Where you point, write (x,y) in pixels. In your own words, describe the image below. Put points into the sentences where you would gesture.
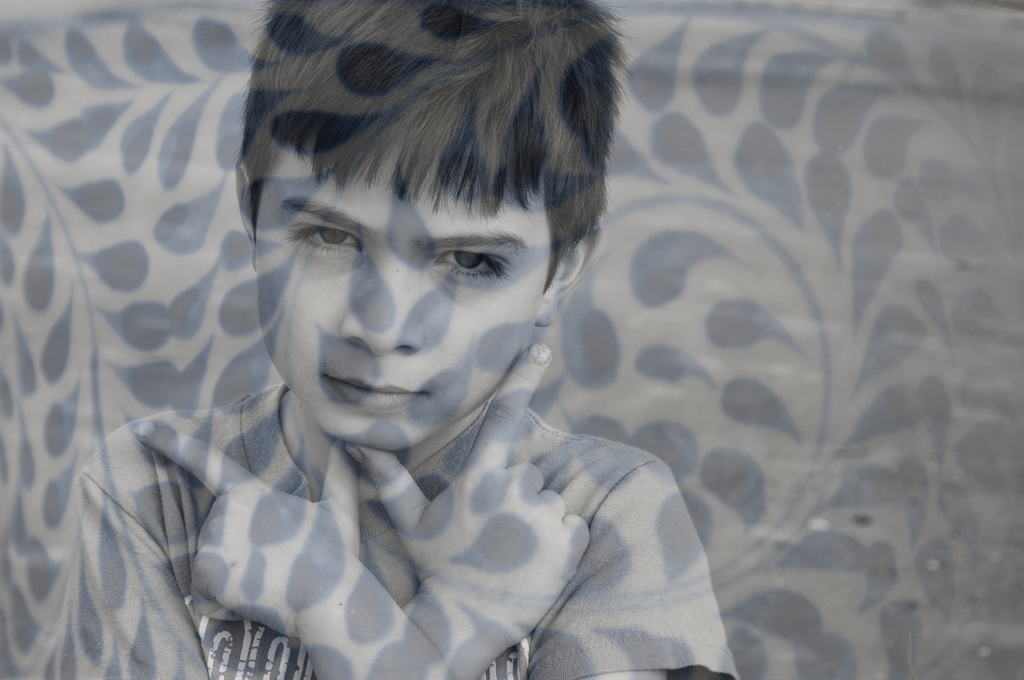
In this picture there is one person (362,593) with shadow lines (496,534) on his body (335,408). In the background (703,267) there is a wall (660,86) with a blue-grey colored design (668,127).
